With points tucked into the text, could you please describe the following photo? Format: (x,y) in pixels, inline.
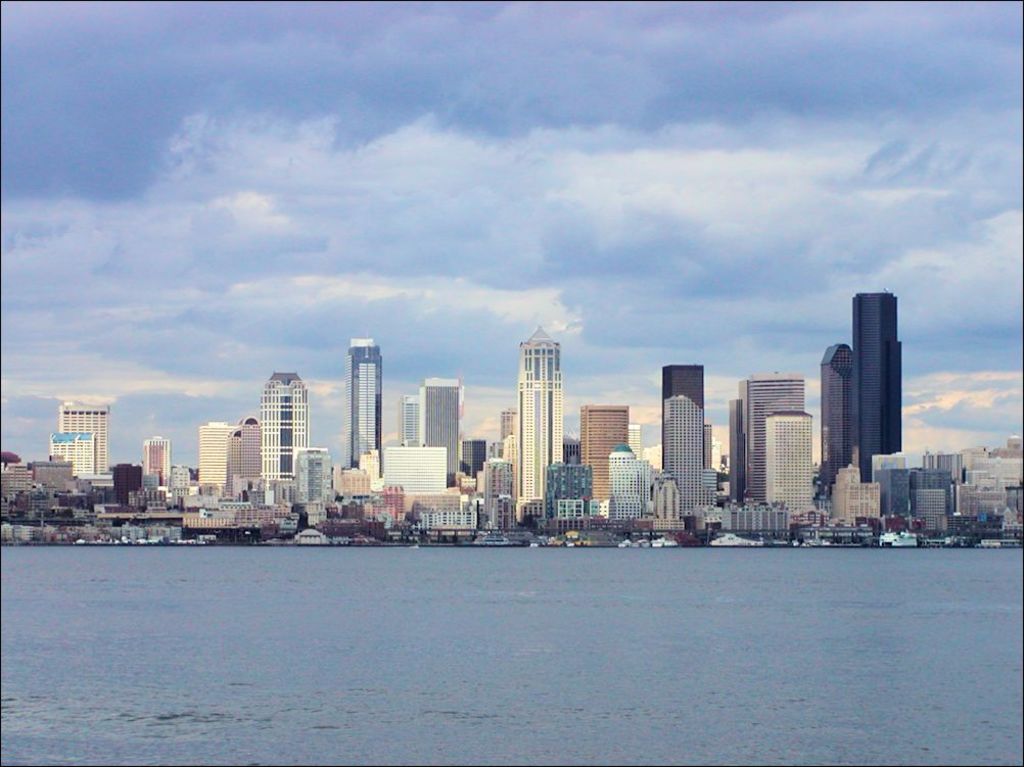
At the bottom of the image (265,596) there is water (282,562). Behind the water (222,648) there are buildings (859,470). At the top of the image (657,215) there is sky (565,201) with clouds (526,205).
